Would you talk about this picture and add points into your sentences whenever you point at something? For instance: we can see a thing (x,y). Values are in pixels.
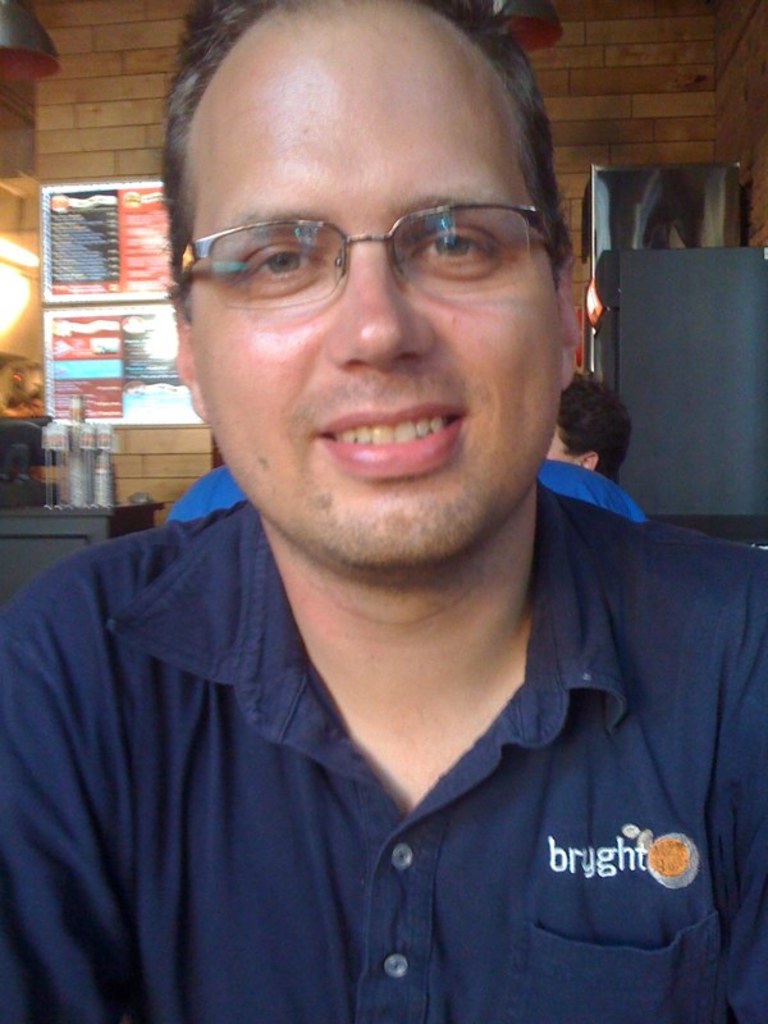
In this picture, there is a man (333,598) wearing a navy blue shirt (253,957) and spectacles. Towards the right (721,329), there is a fridge (640,320). In the background (37,201), there is a brick wall (725,124). To the wall (117,132), there are frames (137,417) are placed.
